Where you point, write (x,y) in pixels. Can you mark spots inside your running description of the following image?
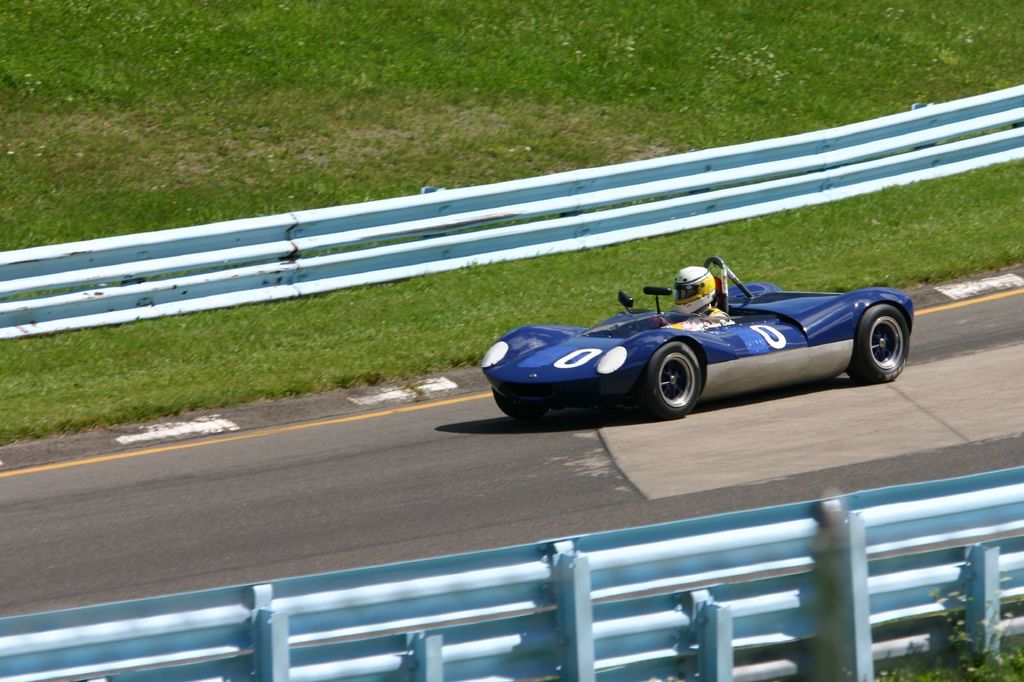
In the foreground of this picture (641,407), there is a sports car (641,407) moving on the road (491,504) to which railing (516,646) present on both the sides and we can also see the grass (295,104).
